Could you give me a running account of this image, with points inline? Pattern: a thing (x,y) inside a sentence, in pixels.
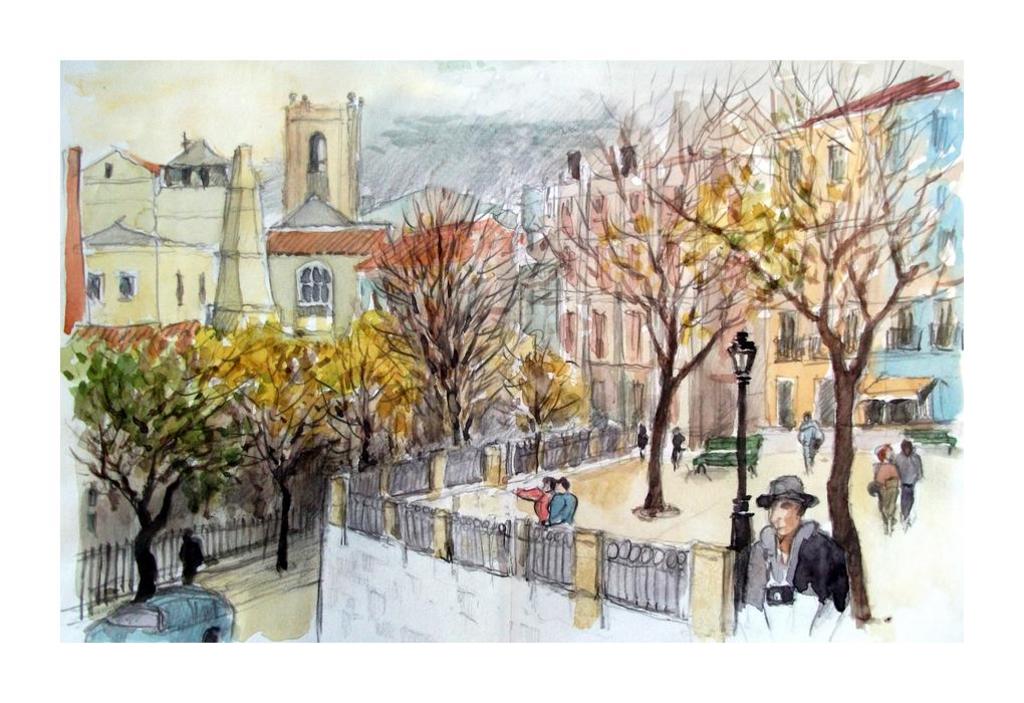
In this picture we can see painting (758,581) of people (523,491), trees (137,455), light pole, bench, vehicle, buildings (817,338) and fence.
